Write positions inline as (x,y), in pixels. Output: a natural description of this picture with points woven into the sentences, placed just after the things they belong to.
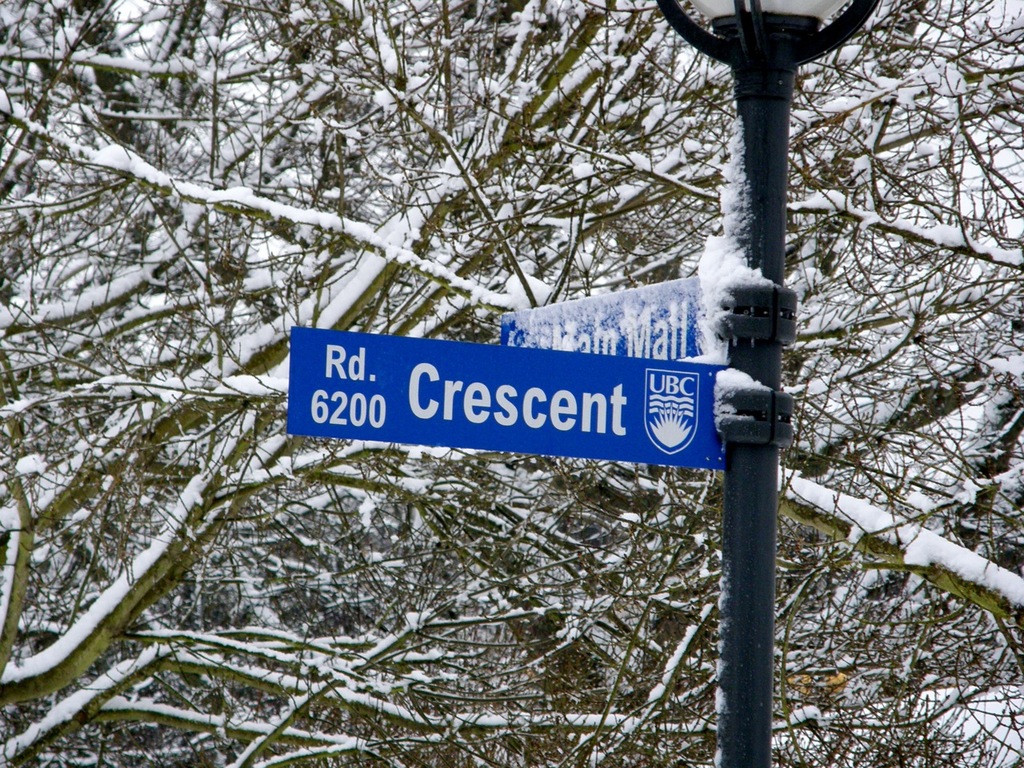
In the picture we can see a pole (763,459) with a light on top of it and to it we can see street name boards (555,441) and to it we can see some snow (712,298) and behind the pole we can see some dried trees (165,247) and twigs (548,128) with snow (684,75).
